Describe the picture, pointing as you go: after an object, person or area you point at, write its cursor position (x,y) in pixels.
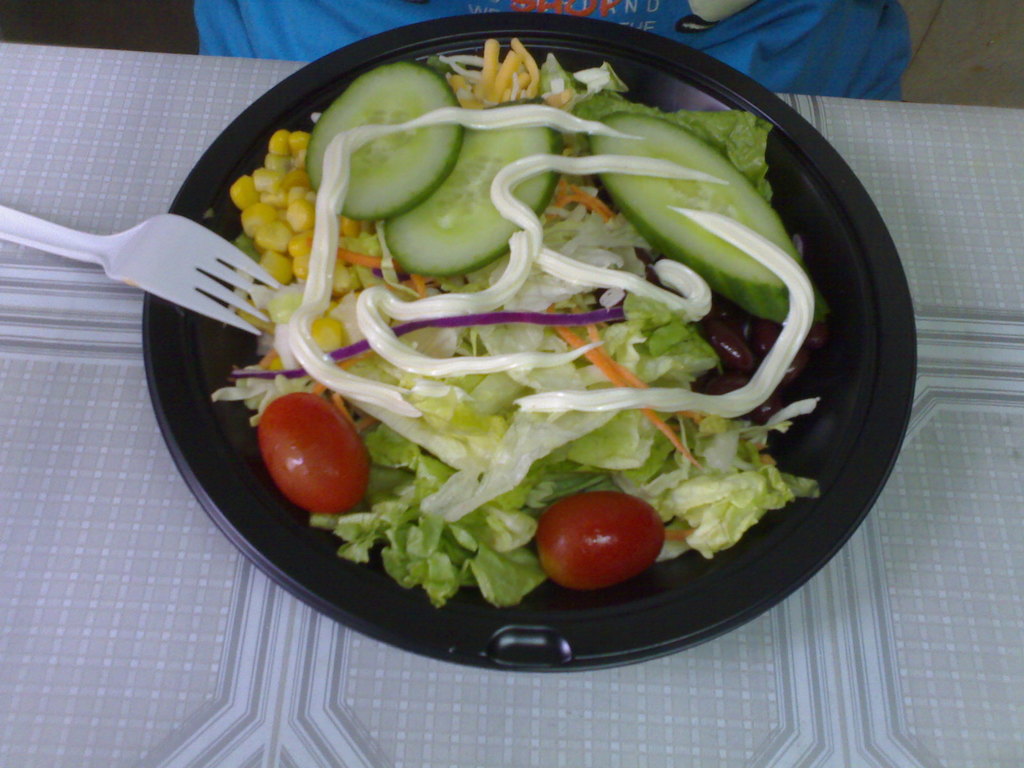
In this image, we can see food (441,441) and fork (218,312) in the black bowl (192,343). This bowl (189,320) is placed on the cloth (453,714). There is a blue cloth (380,29) at the top of the image (771,40).
